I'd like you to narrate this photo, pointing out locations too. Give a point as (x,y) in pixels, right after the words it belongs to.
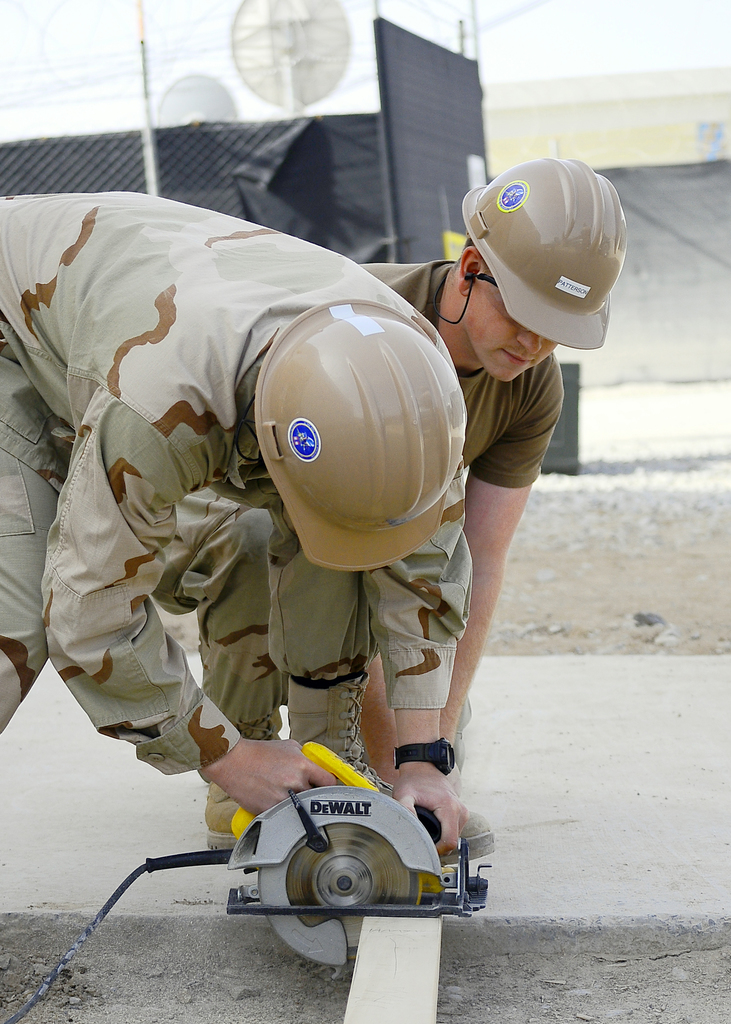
In the picture we can see two people (256,256) in the uniforms (433,275) and helmet (601,280), they are bending and cutting some wooden board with a cutting machine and in the background (461,118), we can see a fencing (85,181) with a pole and behind it we can see some black color walls (332,204).
